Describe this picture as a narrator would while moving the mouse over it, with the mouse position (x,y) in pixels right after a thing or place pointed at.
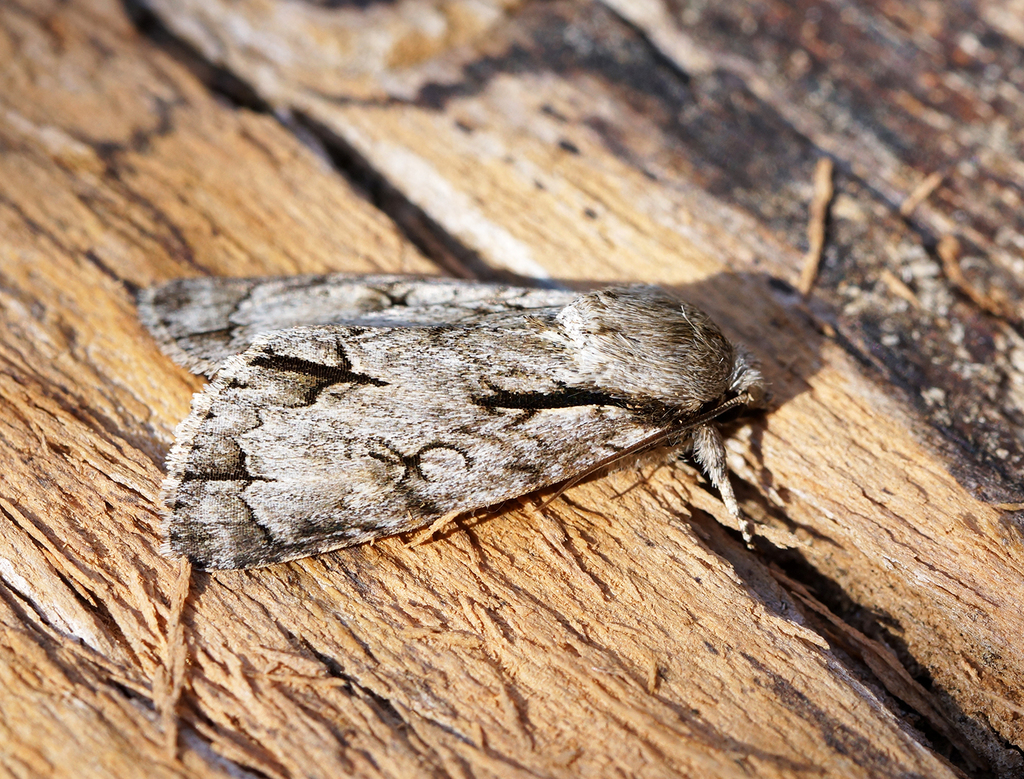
In this picture we can see an insect (448,508) on a wooden surface (442,560).
